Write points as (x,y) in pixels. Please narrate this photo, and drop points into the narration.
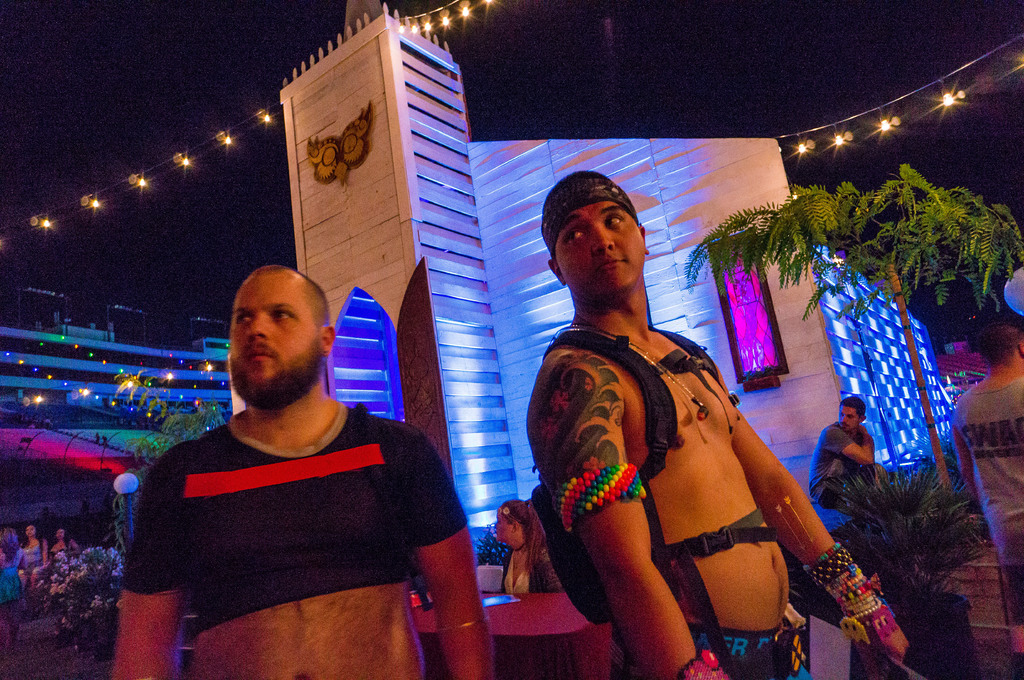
In this image in front (638,622) there are two people (234,535). Behind them there are few other people (858,440). There is a table (556,625). On top of it there is a mobile (486,607). There are flower pots (882,542). In the background of the image (420,279) there are buildings (102,413), lights (41,401), trees (688,273) and sky (667,33).
